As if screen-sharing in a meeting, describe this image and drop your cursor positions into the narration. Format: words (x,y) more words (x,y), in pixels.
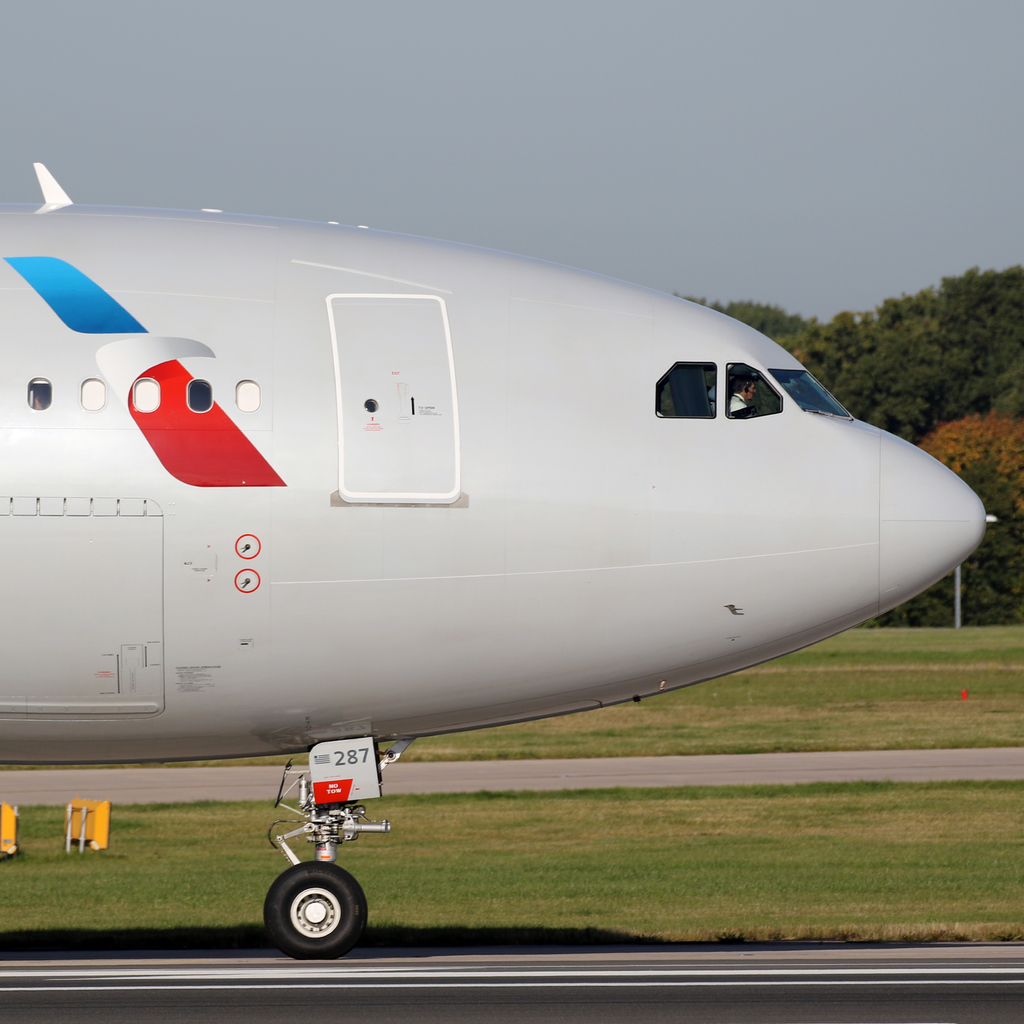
In this picture we can see an airplane (400,530) and a person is seated in it, in the background (768,740) we can see grass (768,740) few trees (956,438) and a pole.
